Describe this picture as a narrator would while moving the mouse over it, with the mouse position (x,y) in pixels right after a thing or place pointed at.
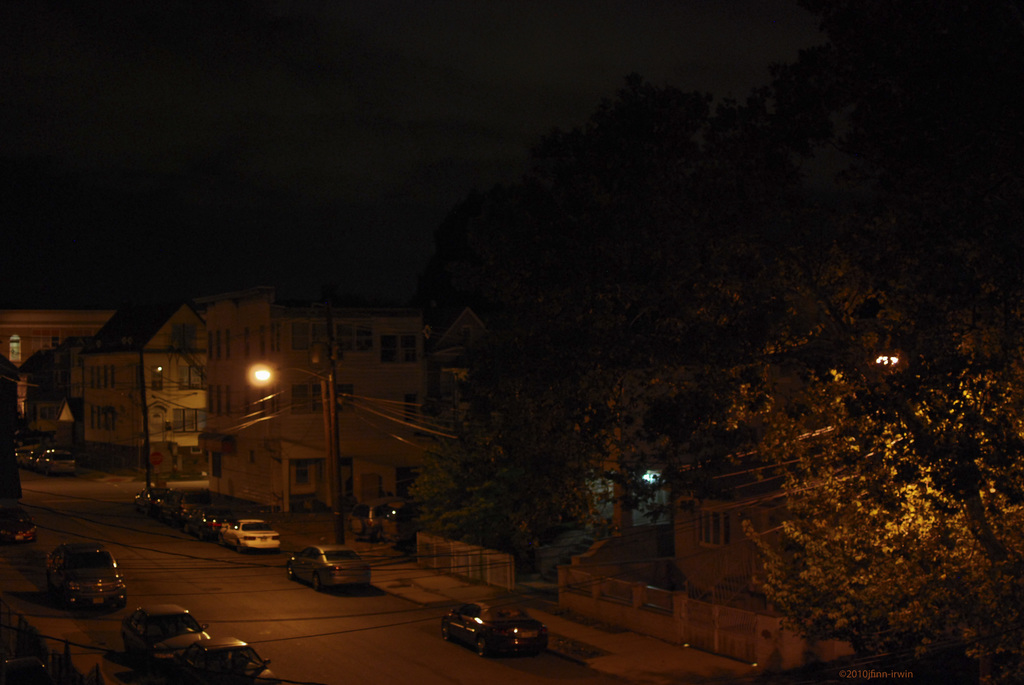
In this image there are some cars (101,571) on the road (135,552) in the bottom of this image (98,556). There are some trees (759,383) on the right side of this image (759,369). There are some buildings (289,380) in the background (278,423). There is a sky (210,141) on the top of this image (351,185).
